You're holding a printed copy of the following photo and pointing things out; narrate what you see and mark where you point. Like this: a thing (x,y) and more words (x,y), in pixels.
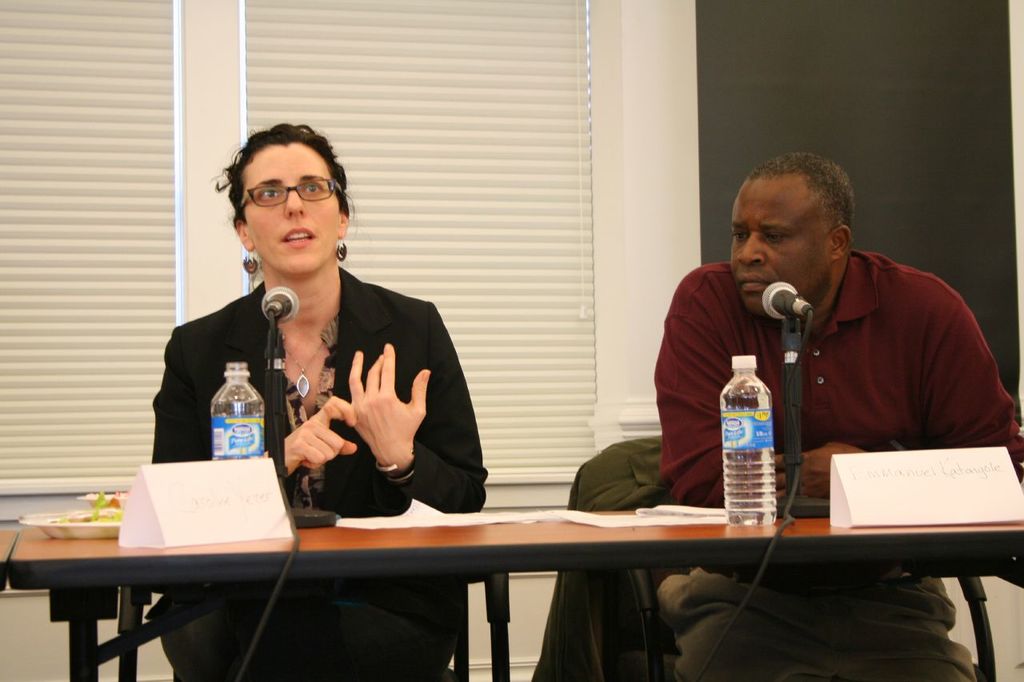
This 2 persons (311,428) are sitting on a chair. This woman (354,373) wore spectacles (323,191) and black jacket (415,341). This man (843,387) wore red t-shirt (880,344). This is window (336,110) with curtain (450,160). In-front of this 2 persons (836,393) there is a table (859,530). On a table (253,561) there is a card (260,511), plate (96,522), bottle (255,421) and a mic (267,336).
